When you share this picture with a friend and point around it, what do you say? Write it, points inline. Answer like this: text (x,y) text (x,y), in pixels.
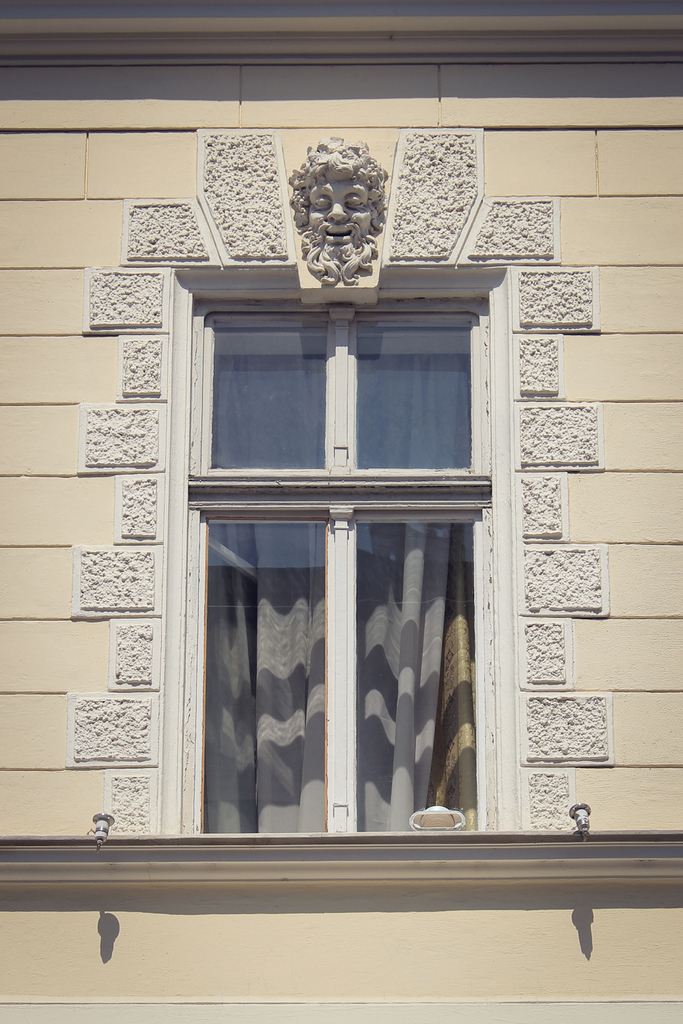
Here in this picture we can see a window (274,428) present on the wall (533,462) over there and we can also see a curtain (296,629) over there and at the top (367,242) we can see a face (334,201) crafted on the wall (386,164) over there.
